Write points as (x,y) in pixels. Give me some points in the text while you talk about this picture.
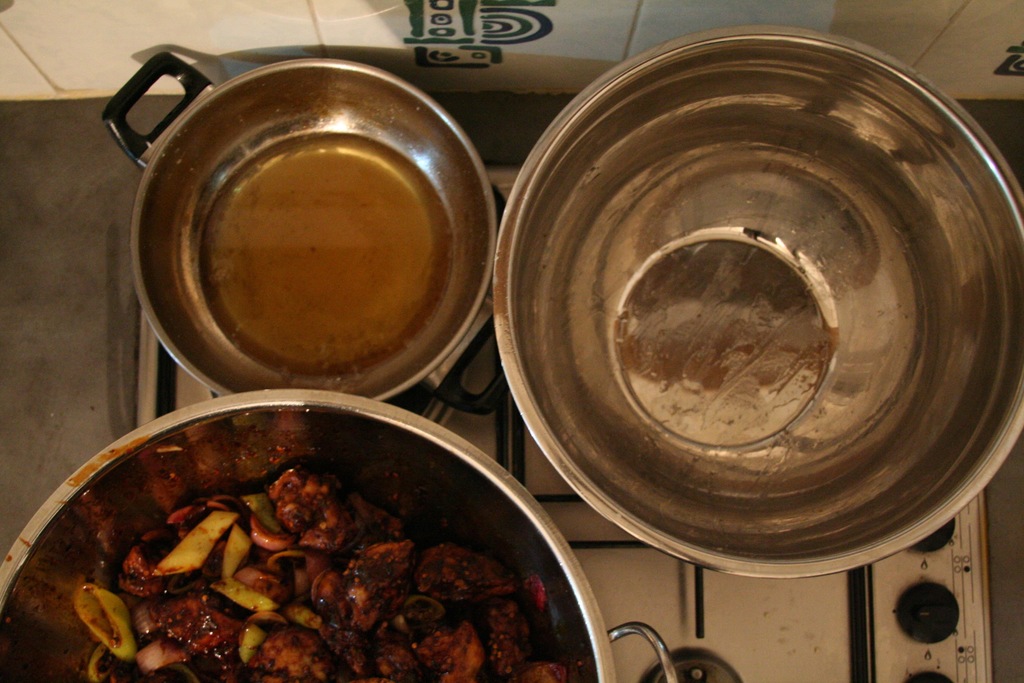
In this image there are three bowls (382,491) with some food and oil (387,250) in it on the stove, behind the stove (452,419) there is a wall (483,66).
